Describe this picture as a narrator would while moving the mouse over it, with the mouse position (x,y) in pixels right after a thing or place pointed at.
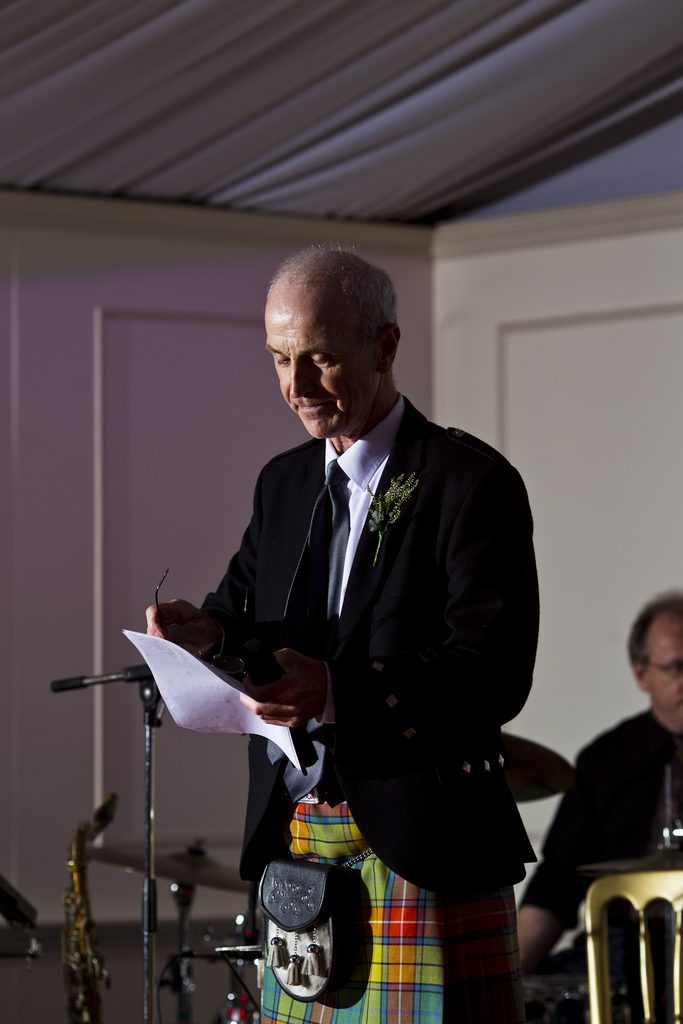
In this image in the center (391,602) there is one man (292,665) who is standing and he is holding a paper (199,699) and mike (259,658) in his hands (268,708), and on the right side (609,768) there is one person (599,773). And on the left side (199,855) there are some drums (168,859), and on the top (350,85) there is a ceiling (299,144) and in the center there is a wall (518,270).
